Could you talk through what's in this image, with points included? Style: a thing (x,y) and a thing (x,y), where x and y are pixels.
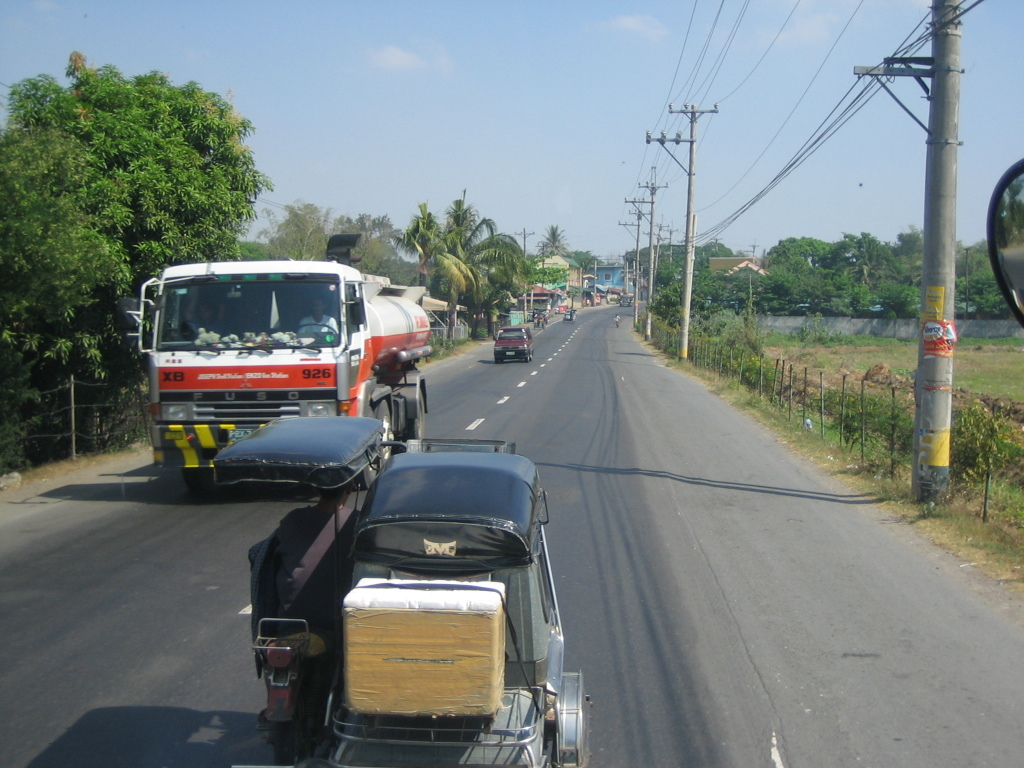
In this picture we can see the truck driver (304,317) who is riding a truck (307,377) on the road (216,558). At the bottom (374,744) we can see auto (514,615) and bike (286,637). In the background (590,272) we can see the buildings (587,297), street lights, electric poles (646,187), trees (811,283) and vehicles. At the top (443,89) we can see sky (443,89) and clouds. On the right (829,354) there is a farmland (834,389).
